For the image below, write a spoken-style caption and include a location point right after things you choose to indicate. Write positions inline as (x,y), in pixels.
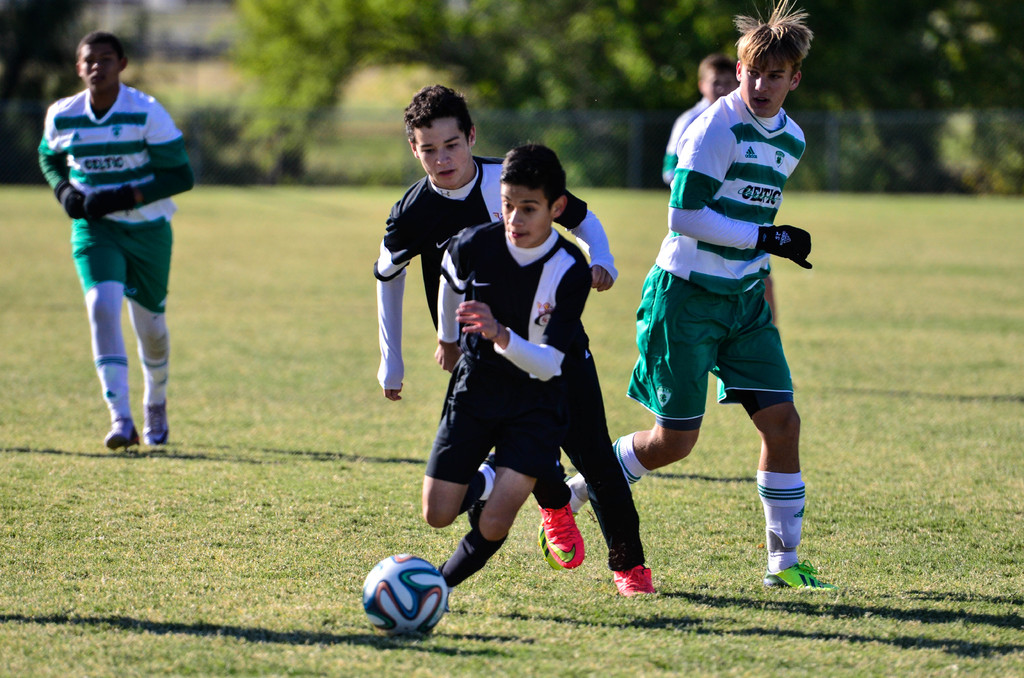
This is a picture taken in the outdoors. It is sunny. There are group of people (407,257) playing the football on the ground (497,569). The boy (481,396) in black t shirt (496,310) was running to kick the ball (400,597). Behind the people (388,242) there are trees (692,23).
